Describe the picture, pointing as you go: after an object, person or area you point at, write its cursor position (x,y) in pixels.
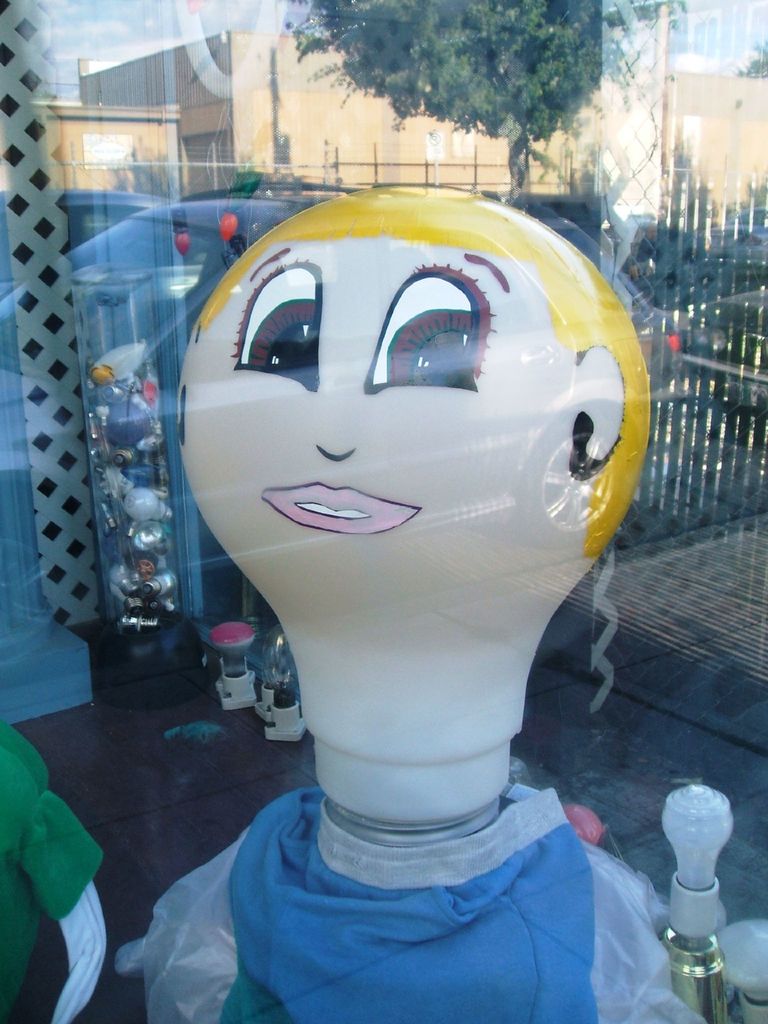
In this image in the front (402,503) there is a doll (394,675). In the background (67,355) there is a fence (728,383). There are buildings (362,120), there is a tree (545,109) and there are cars (81,249), and there are objects (135,495). On the left side (34,824) there is an object (45,839) which is green in colour.
